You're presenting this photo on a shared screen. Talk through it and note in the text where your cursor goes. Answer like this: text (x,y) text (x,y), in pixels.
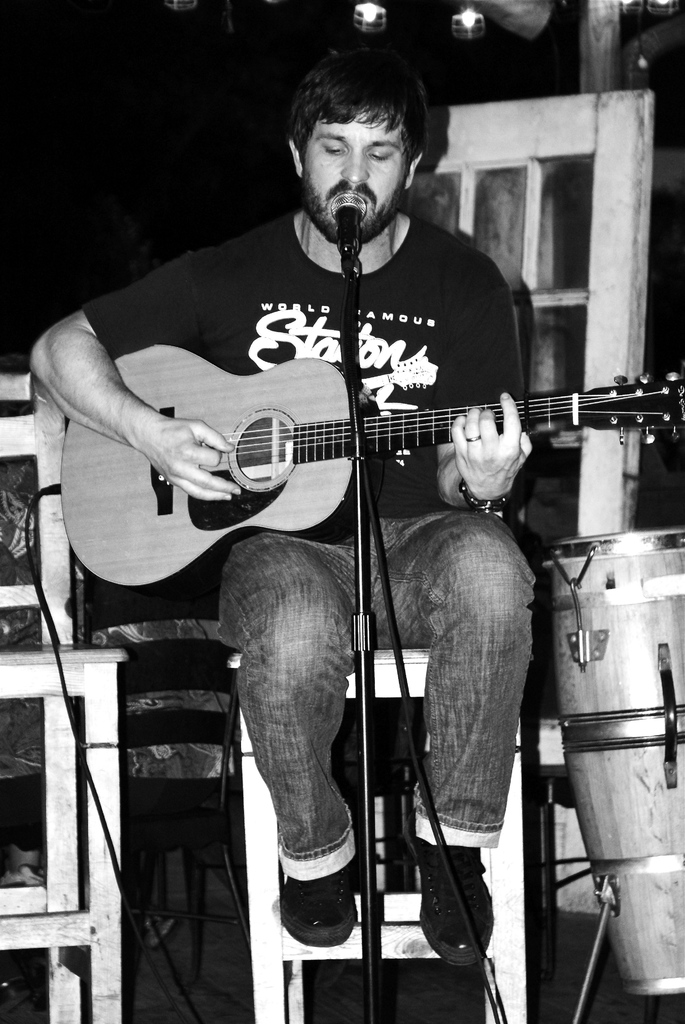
In this picture, there is a man (431,655) sitting on chair (420,671) and playing guitar (348,435). In front of him there is a microphone (345,224) and microphone stand (362,531). Beside to him there is drum (663,583) placed on drum stand (610,887). There are cables (34,496) attached to the guitar (70,469). Behind him there are lights (367,7) and window (540,120).
